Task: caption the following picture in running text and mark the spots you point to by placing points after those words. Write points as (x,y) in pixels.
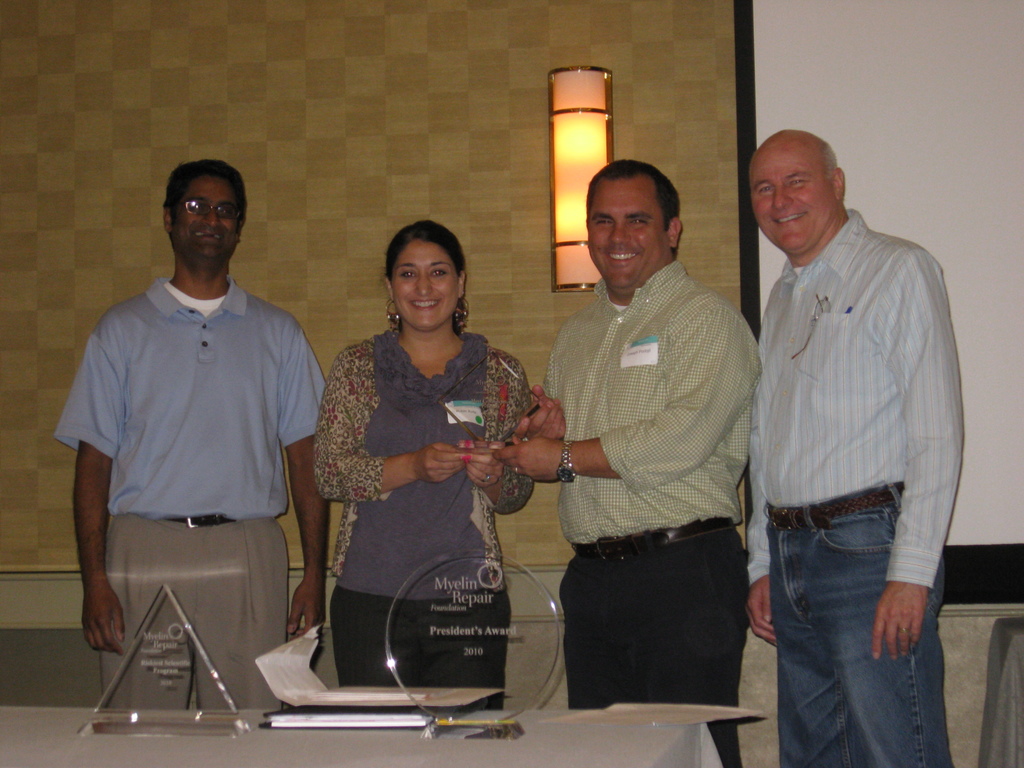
In this image few persons (619,394) are standing. Before them there is a table (280,748) having few shields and books (325,714). The woman (421,423) is holding a shield (475,429) in her hand (477,465). Background there is a wall (227,77) having a light (604,117) attached to it.
